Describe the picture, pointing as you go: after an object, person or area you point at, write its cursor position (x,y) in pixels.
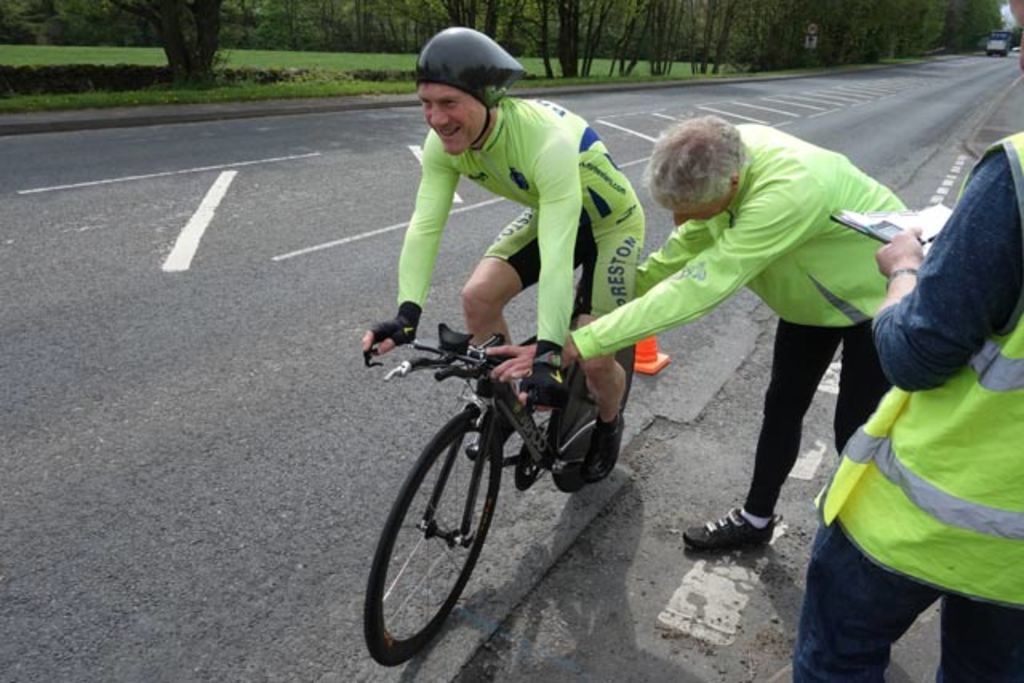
Man (510,240) riding bicycle (488,514), in the back we are having trees (682,25) and road (250,345).
